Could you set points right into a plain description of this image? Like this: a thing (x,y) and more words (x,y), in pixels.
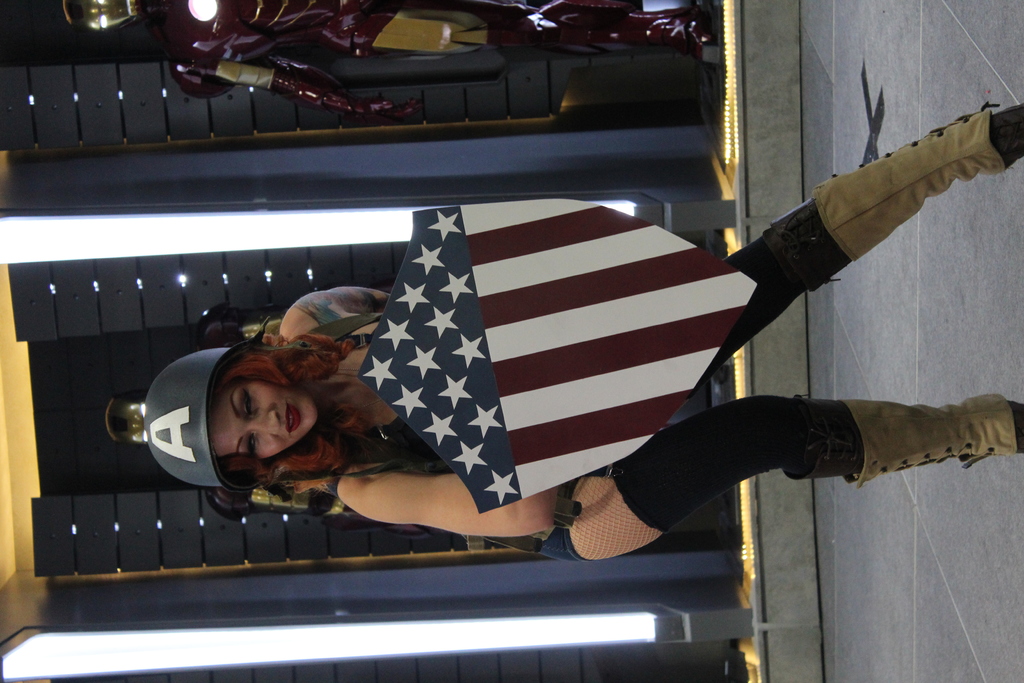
In this image we can see a lady (356,430) holding a board (383,389), she is wearing a hat (182,381), behind her there is a wall (472,603), lights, also we can see a robot (488,9).
